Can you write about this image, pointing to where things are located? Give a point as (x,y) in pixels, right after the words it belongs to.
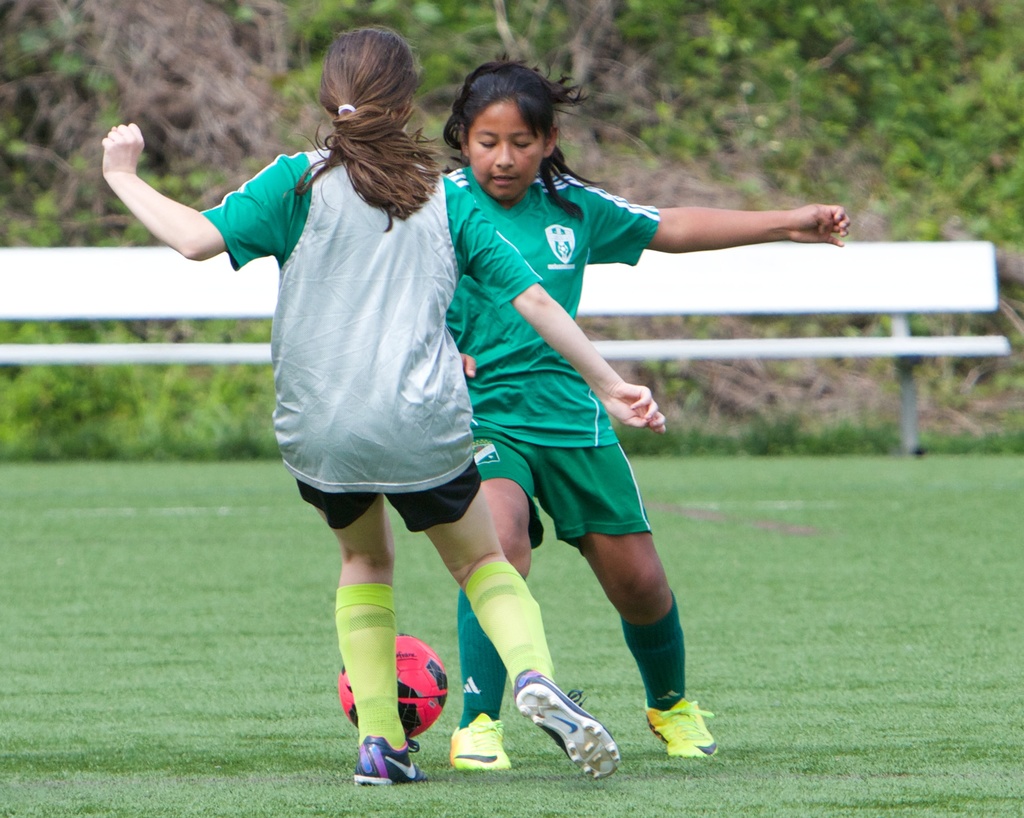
This image consists of two girls (479,388) wearing jerseys (504,392) in green color. They are playing football. At the bottom (438,756), there is grass (1005,805). And we can see green grass (438,792) on the ground (964,789). In the background (70,350), there is a bench (813,340) in white color along with trees (244,163) and plants (244,163).
